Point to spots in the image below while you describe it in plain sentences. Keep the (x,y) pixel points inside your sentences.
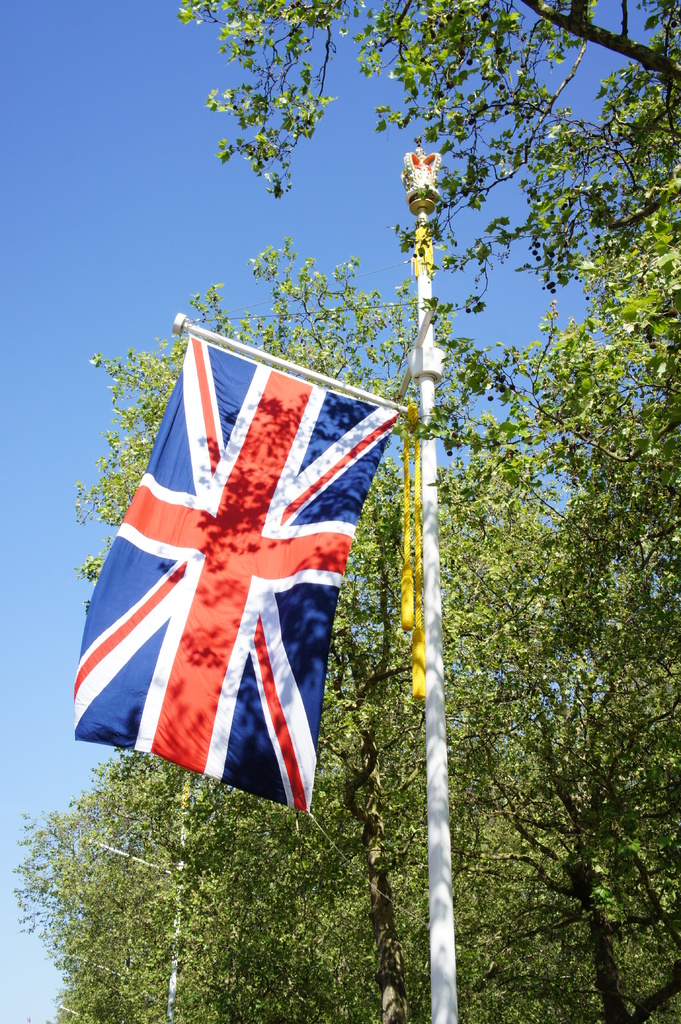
In this image I can see a pole (435,456) with a flag (304,529) and trees (547,470) on the right hand side of the image (540,178). At the top of the image (109,100) I can see the sky (121,87).
